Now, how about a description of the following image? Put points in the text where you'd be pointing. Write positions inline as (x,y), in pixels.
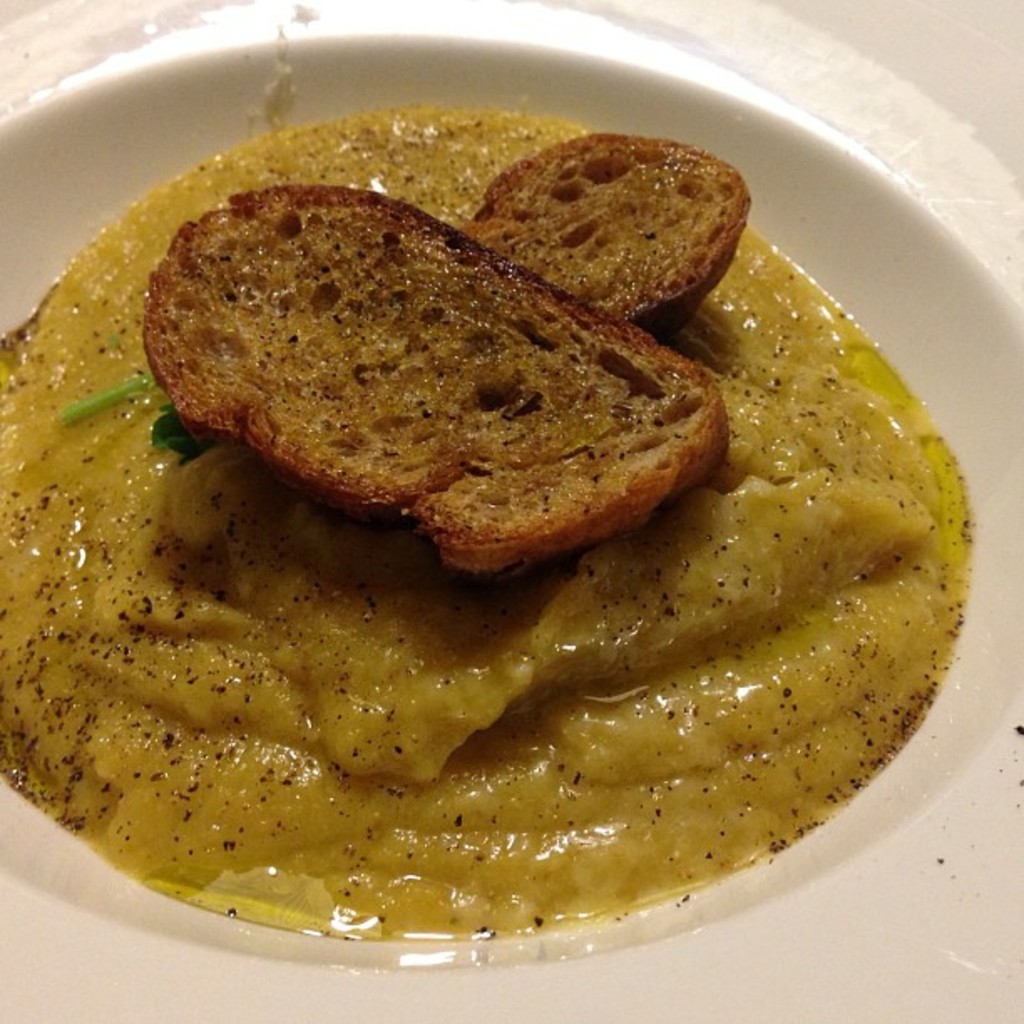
These are the food items (789,493) in a white color plate (821,277).
